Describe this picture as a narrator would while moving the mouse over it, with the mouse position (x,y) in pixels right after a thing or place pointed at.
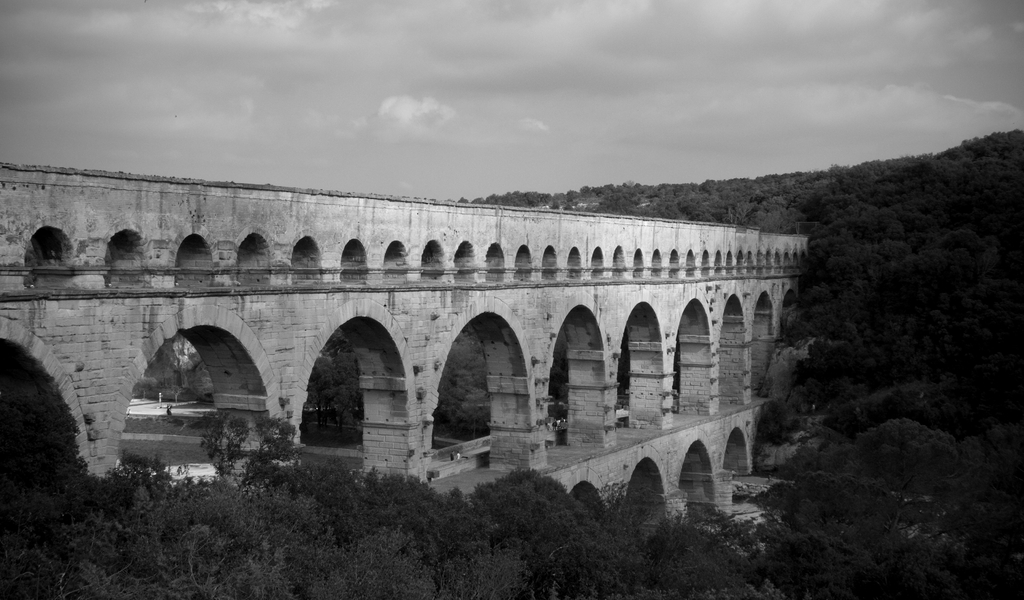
In this black and white image, we can see some trees (833,519). There is a bridge (432,353) in the middle of the image (496,251). There is a hill (896,239) on the right side of the image (906,261). There is a sky (409,128) at the top of the image (598,89).
